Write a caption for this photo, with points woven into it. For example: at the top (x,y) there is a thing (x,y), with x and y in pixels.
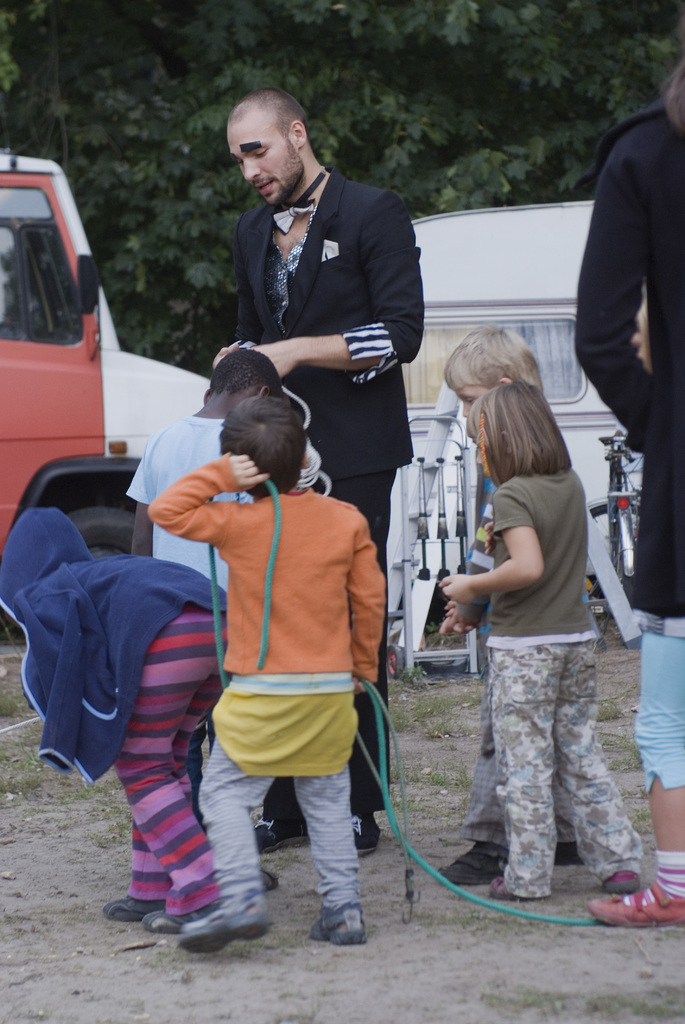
This image consists of some children (526,749) in the middle (286,544). There are some persons (600,316) in the middle (365,355). There are trees (430,149) at the top (453,44). There are vehicles (428,329) in the middle (434,355).
